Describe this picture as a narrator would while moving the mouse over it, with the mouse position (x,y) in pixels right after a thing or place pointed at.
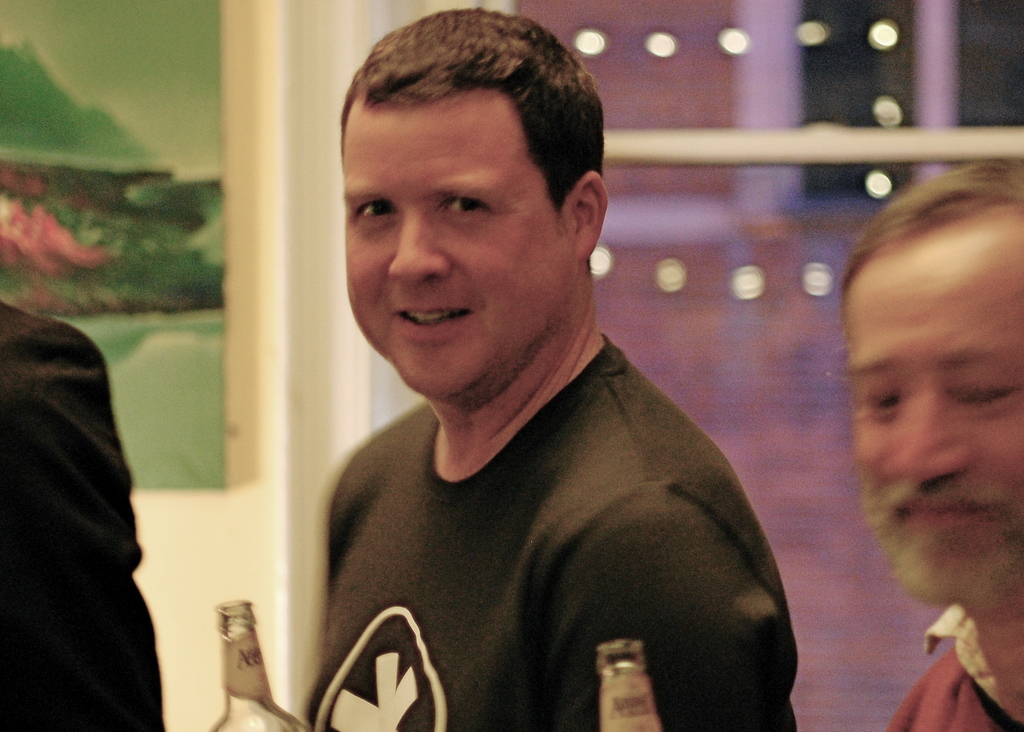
In the center of the picture (664,402) there is a person (696,712) and a bottle (231,717). On the right (938,267) there is a person (909,706). On the left (54,531) we can see a person (66,550). At the top left (126,141) there is a painting (153,181) on the wall (261,175). In the background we can see lights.
